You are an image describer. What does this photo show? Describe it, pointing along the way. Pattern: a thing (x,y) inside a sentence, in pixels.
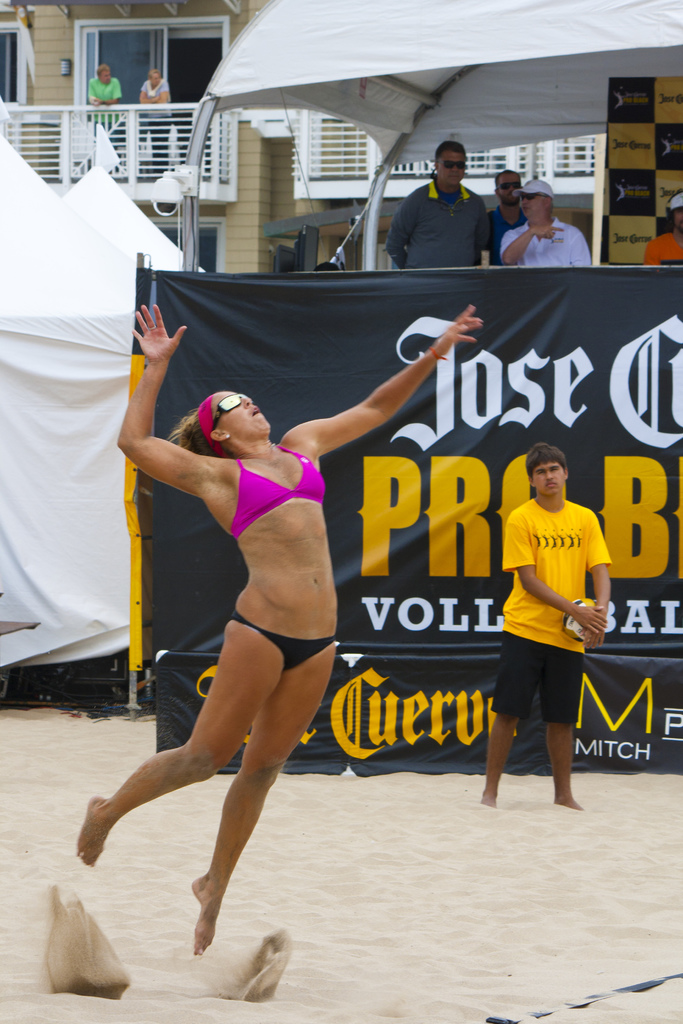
In the image a woman (211,499) is playing volleyball, she is jumping in the air and behind her there is a banner (528,402) and few other people (559,555) were standing around that banner (218,310), in the background (201,22) there is a building (70,87) and two other people (93,103) were standing in the building's balcony (156,114).
